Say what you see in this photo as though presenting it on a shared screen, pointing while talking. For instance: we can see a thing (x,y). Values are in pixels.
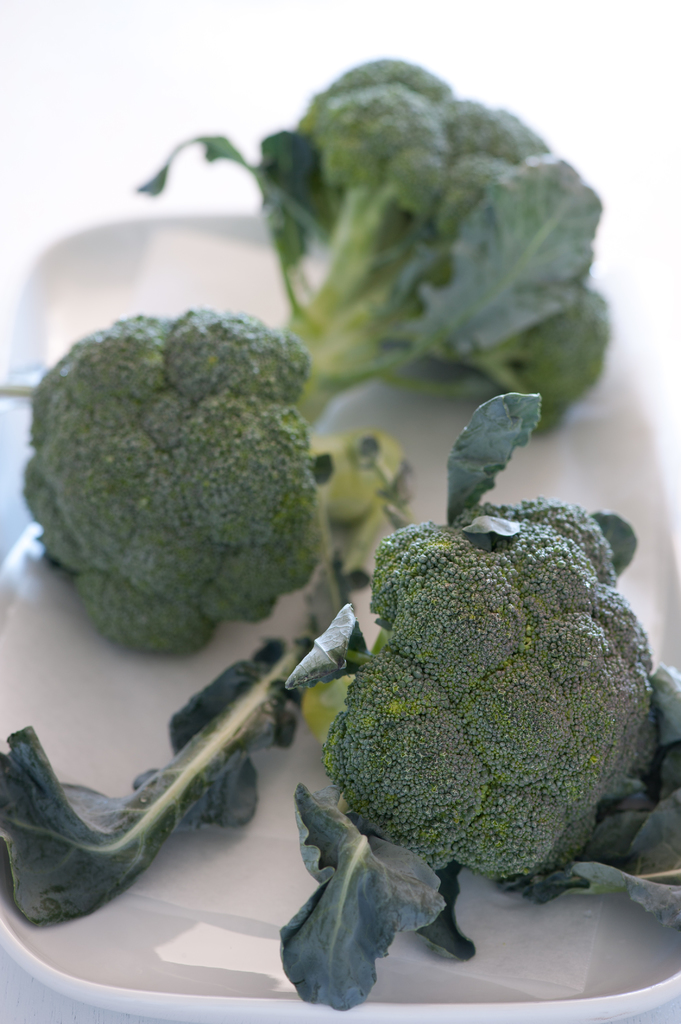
In this image I can see a white colored surface (86,87) on which I can see a white colored plate (112,220) and on the plate (197,256) I can see few broccoli pieces (189,530) which are green in color.
